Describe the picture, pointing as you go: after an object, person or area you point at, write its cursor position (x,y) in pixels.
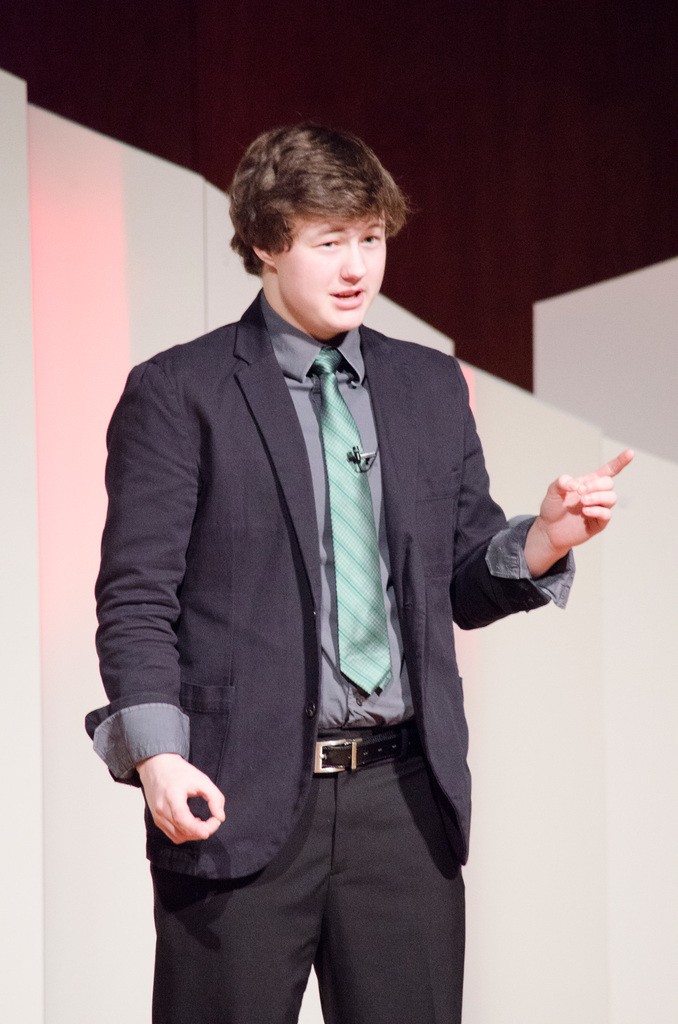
This is the man (422,674) standing. He wore a suit (259,464), shirt (311,434), tie (361,593), belt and trouser (434,1004). The background (566,214) looks like a wall (562,229), which is black and white in color.
